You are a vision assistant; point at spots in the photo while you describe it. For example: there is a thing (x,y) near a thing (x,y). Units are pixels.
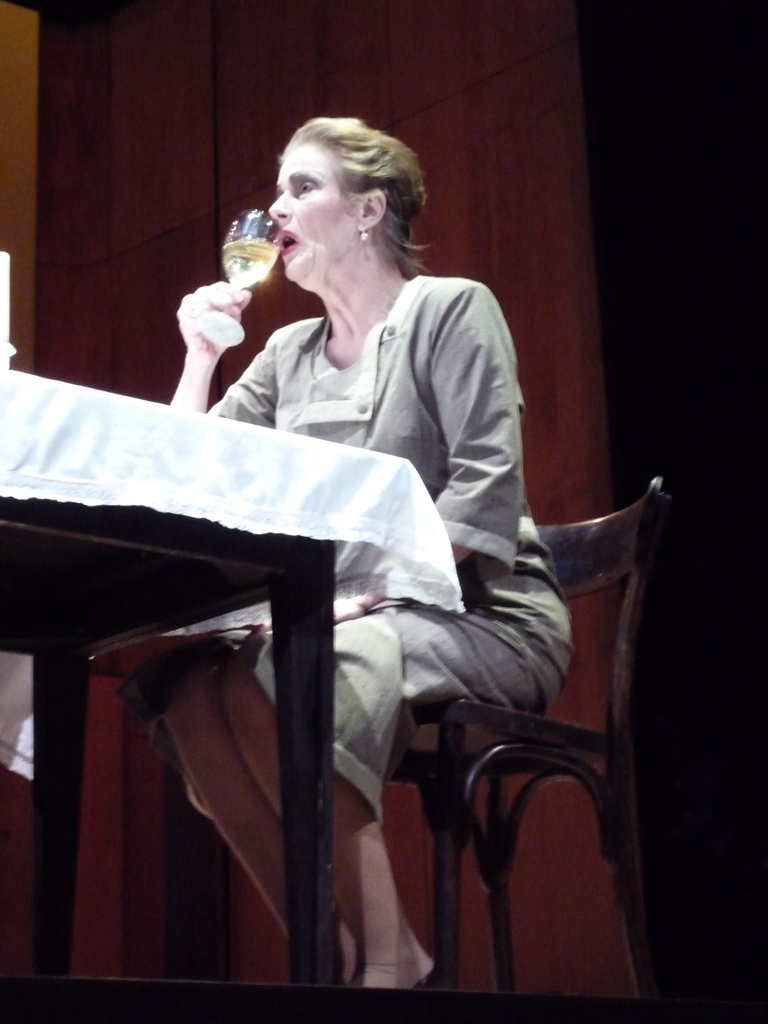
In the middle of the image (494,450) a woman (480,400) is sitting and holding a glass (263,223) and drinking. Bottom left side of the image (48,961) there is a table (194,500) on the table (152,489) there is a cloth (265,428). Behind her there is a wooden wall (361,36).
